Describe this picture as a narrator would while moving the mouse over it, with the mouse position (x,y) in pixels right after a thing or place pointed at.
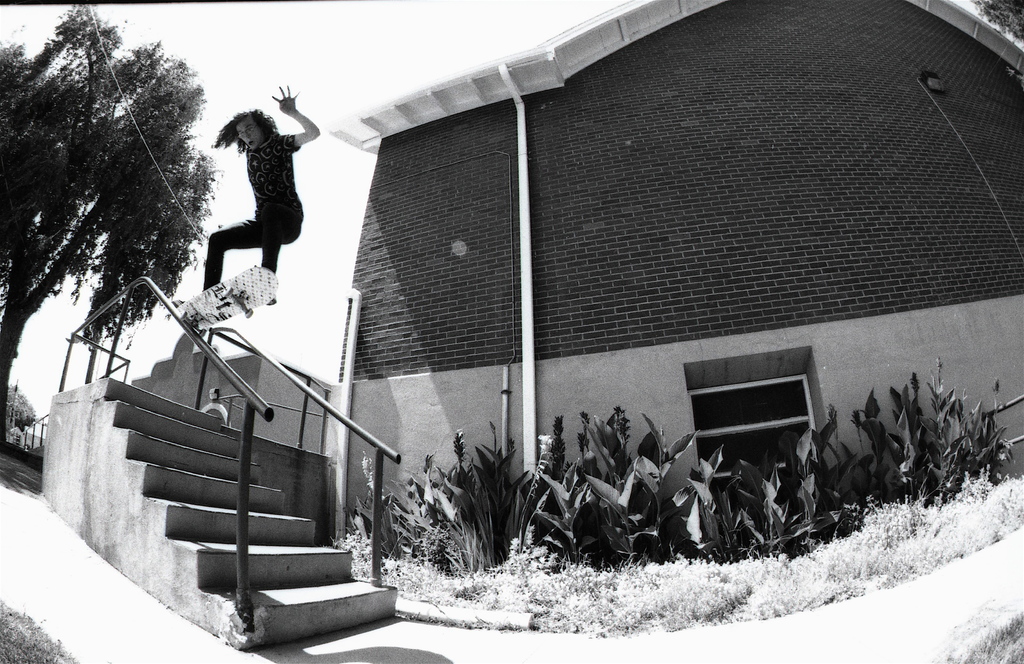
In the picture I can see a building (429,385), staircase (278,519), trees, plants (576,523) and some other objects (240,528) on the ground (188,655). Here I can see a person (263,220) is doing skating on the metal rod (265,417). In the background (229,185) I can see the sky (290,123). This picture is black and white in color.
